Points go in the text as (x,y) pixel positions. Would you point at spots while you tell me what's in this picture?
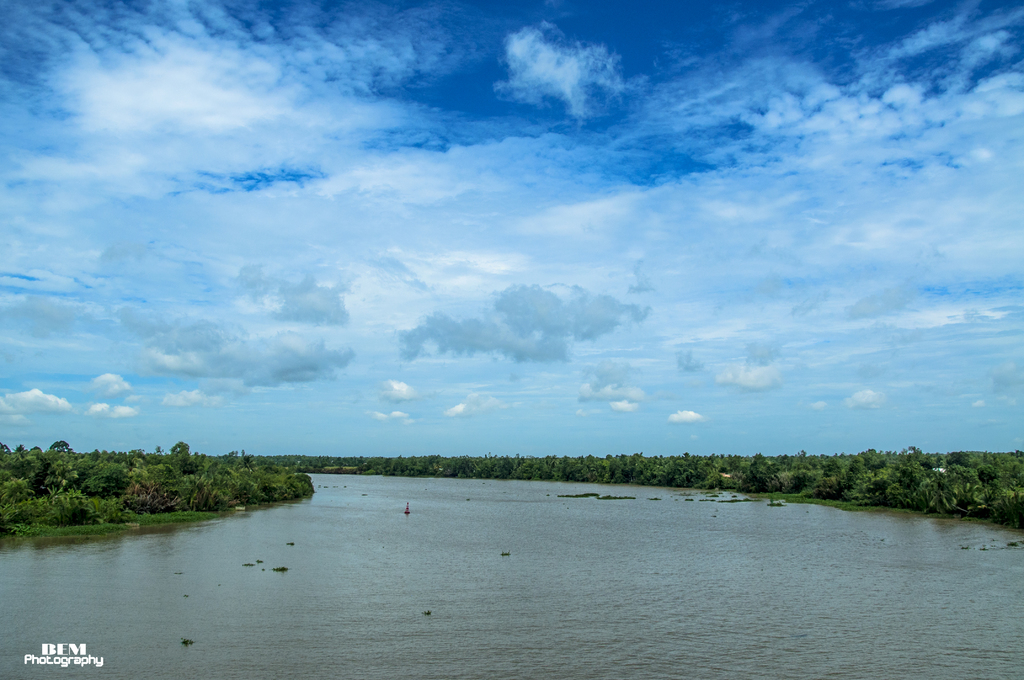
In the center of the image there is a water (492,595). In the background of the image (98,486) there are trees (831,472) and sky (612,205). There is some text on the left side of the image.
